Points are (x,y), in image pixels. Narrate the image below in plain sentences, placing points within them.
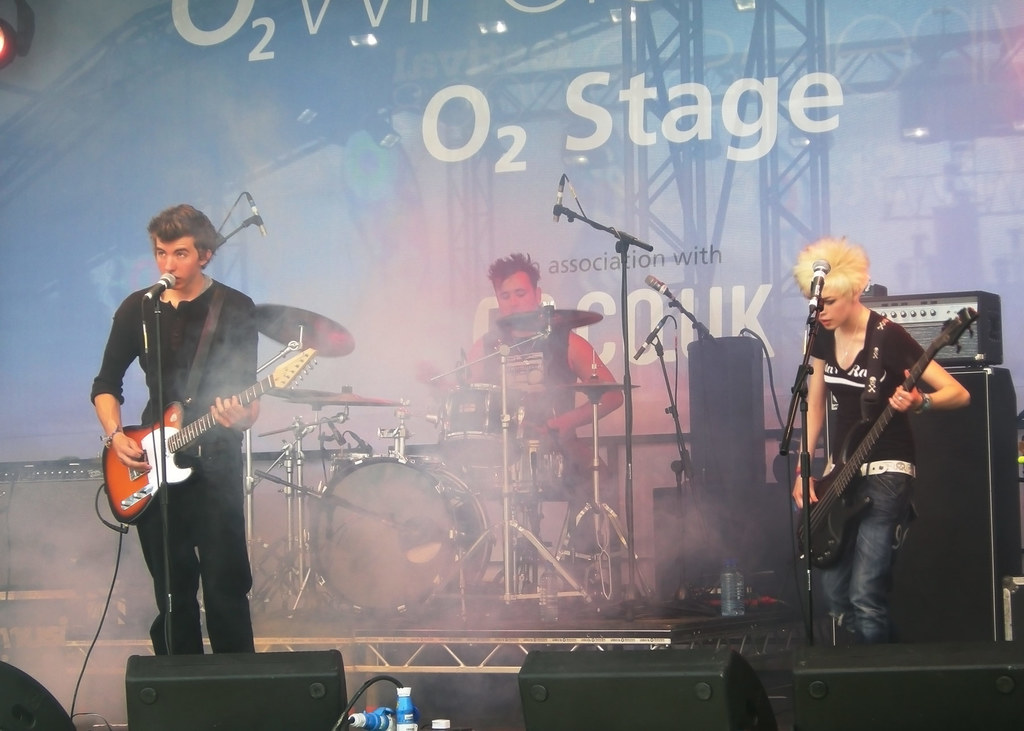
In this image we can see two people (178,271) standing and holding guitars (193,442). In the background (544,433) there is a man (531,408) playing a band (531,479) and there are mics (253,211) placed on the stands (626,484). There are speakers (236,657) and a board (886,165).
